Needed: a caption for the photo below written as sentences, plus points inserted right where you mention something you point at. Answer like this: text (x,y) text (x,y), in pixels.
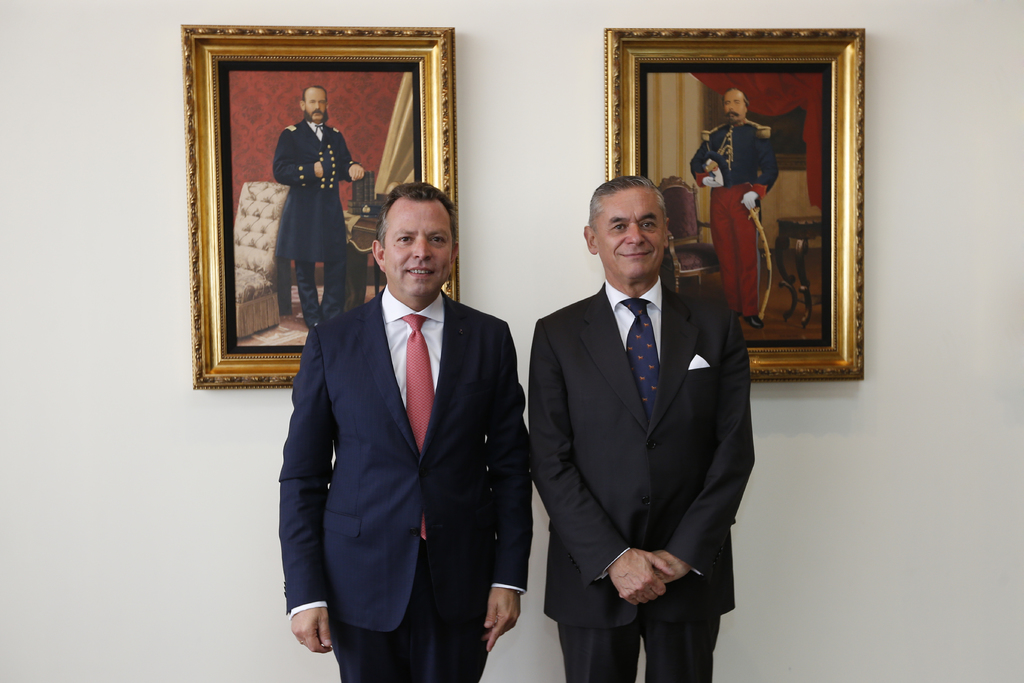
In this picture I can see two persons (355,613) standing and smiling, and in the background (987,369) there are frames (714,174) attached to the wall (933,471).
